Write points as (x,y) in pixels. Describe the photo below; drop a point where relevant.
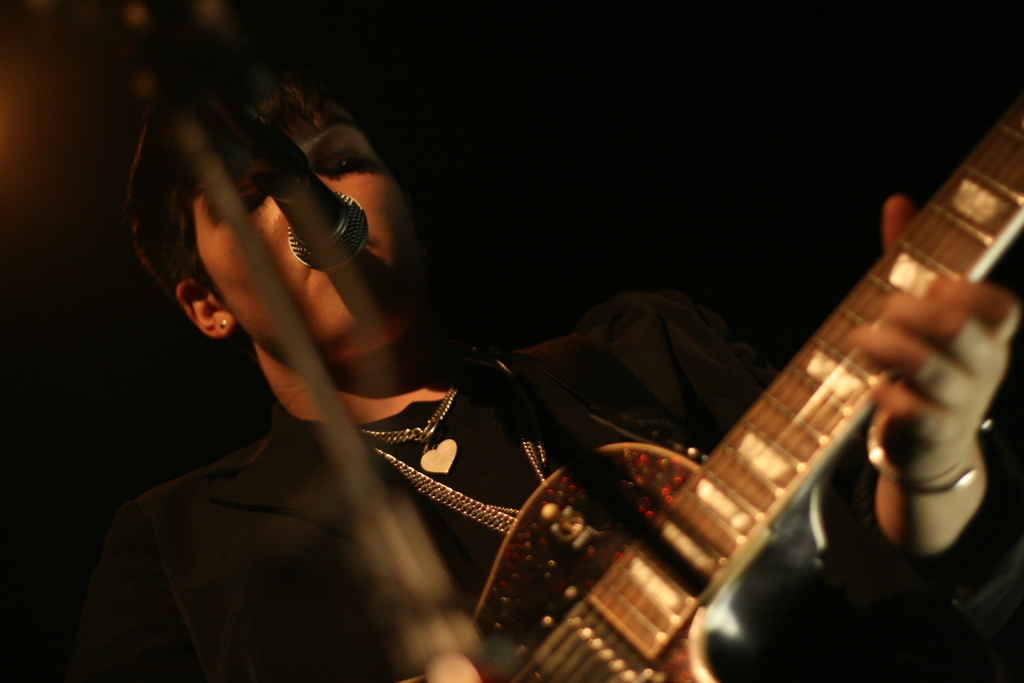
In the picture we can see a man (121,530) standing and holding a guitar (542,586) and singing a song in the microphone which is in the stand (431,571) and he is wearing a black color shirt (229,658) and chains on his neck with a heart shape locket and in the background (11,511) we can see black.
